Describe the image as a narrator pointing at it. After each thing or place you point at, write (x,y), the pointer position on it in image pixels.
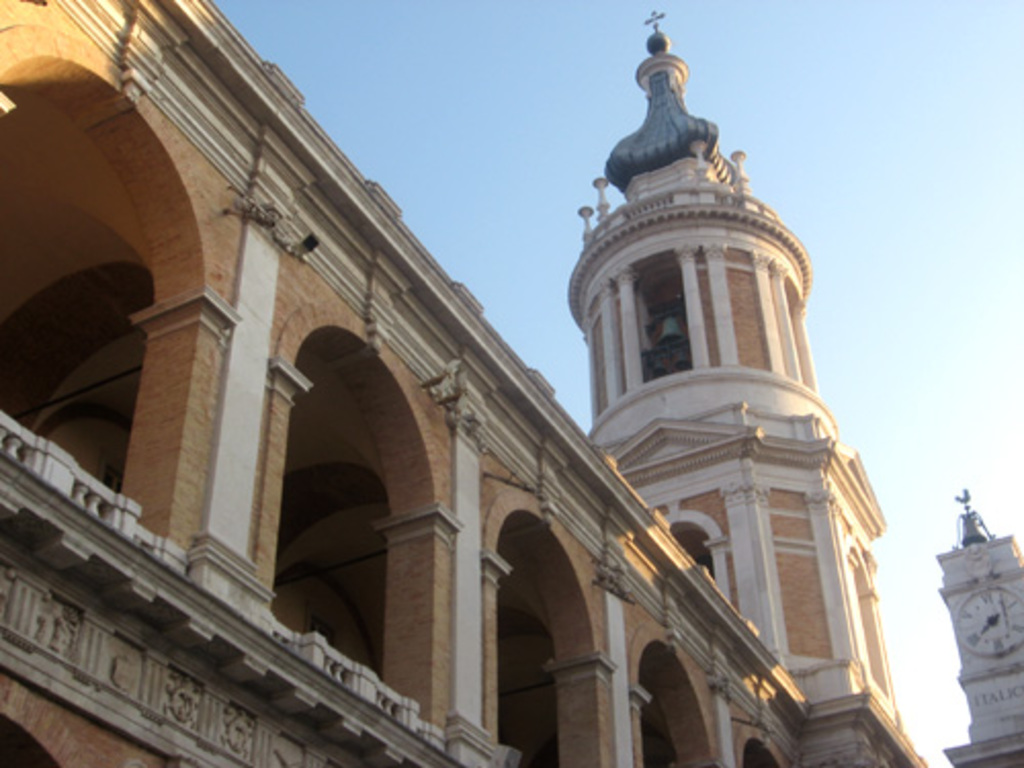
In the picture I can see the building (318,432), sky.
